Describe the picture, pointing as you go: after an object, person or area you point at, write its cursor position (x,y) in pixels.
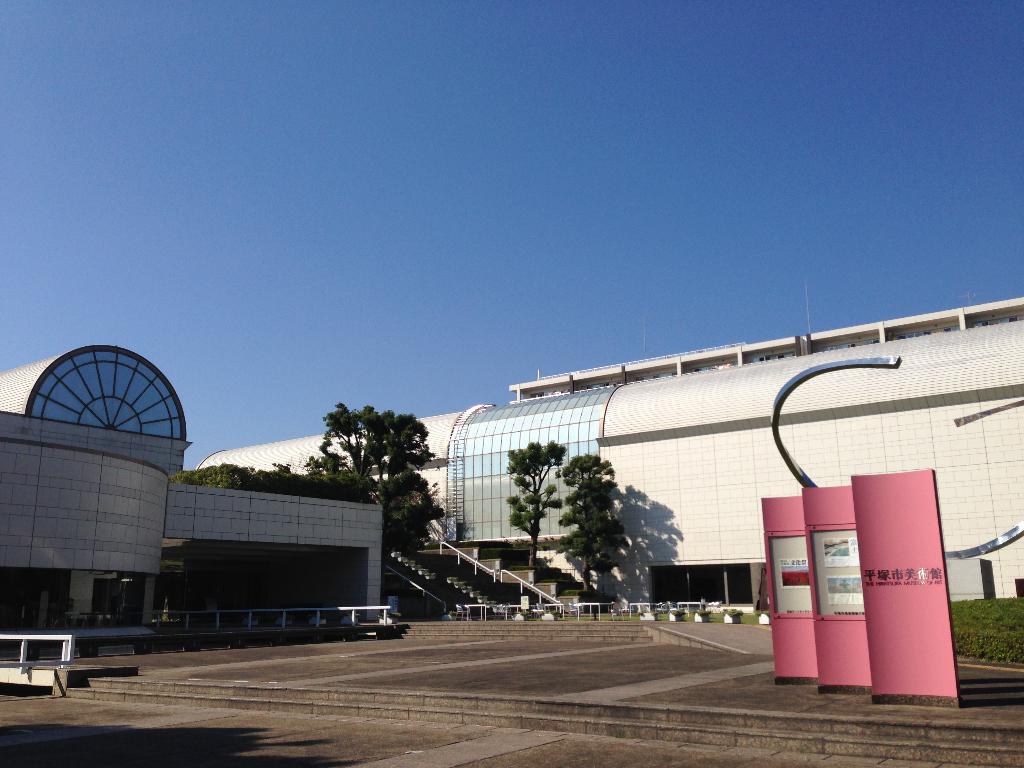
In this image there are buildings (348,518) and trees (346,476). We can see stairs (576,623). In the background (338,324) there is sky (331,47).
